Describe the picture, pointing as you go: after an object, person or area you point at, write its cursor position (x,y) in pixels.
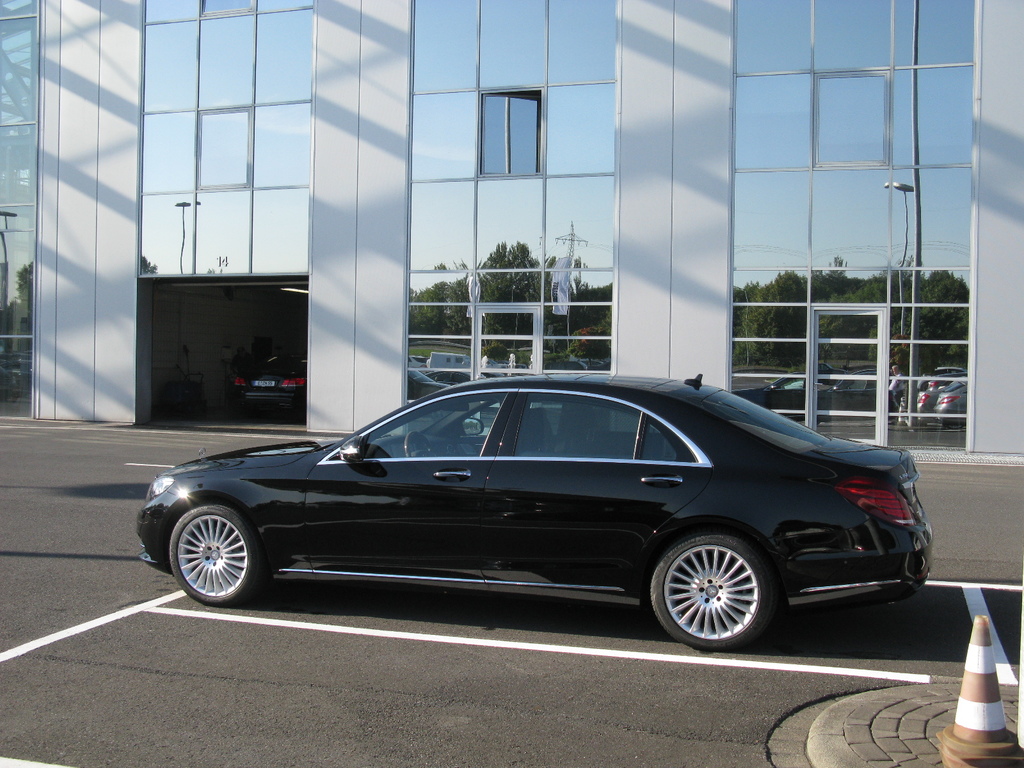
In this picture there is a car (737,410) in the center of the image (622,457) and there is glass building (481,308) behind the car (910,537), there is a traffic cone (982,674) in the bottom right side of the image (985,694) and there is another car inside the building (193,348).
